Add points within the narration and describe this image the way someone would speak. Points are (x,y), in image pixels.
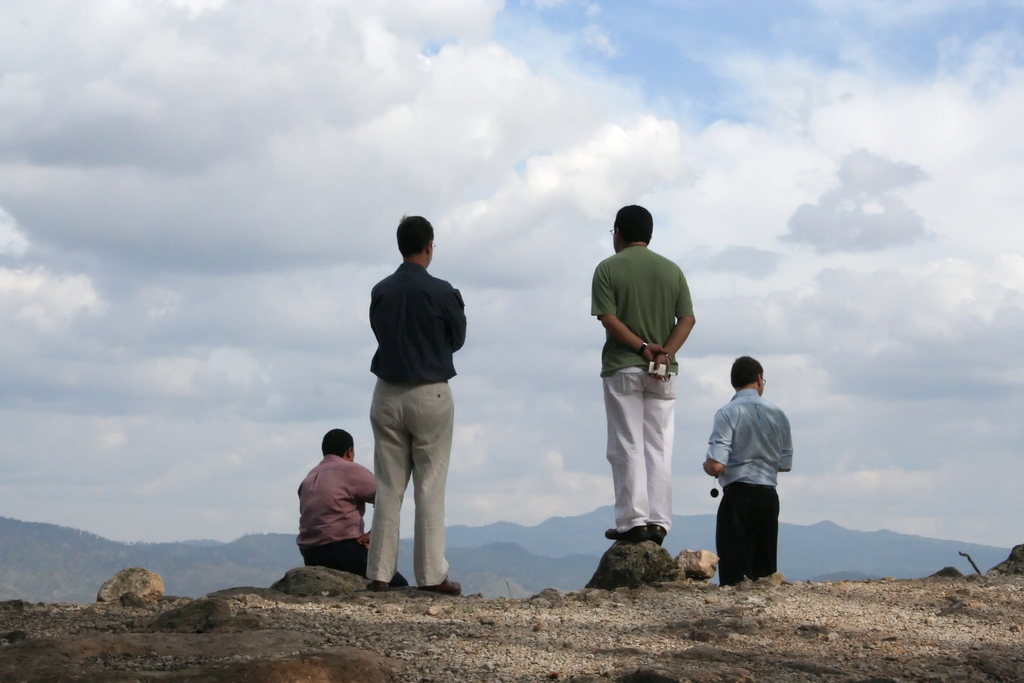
In this image we can see four men (326,536). In the background (529,229), we can see the sky (901,155) with clouds (560,340) and mountains (74,554). At the bottom of the image (705,662), we can see the land (645,655).
